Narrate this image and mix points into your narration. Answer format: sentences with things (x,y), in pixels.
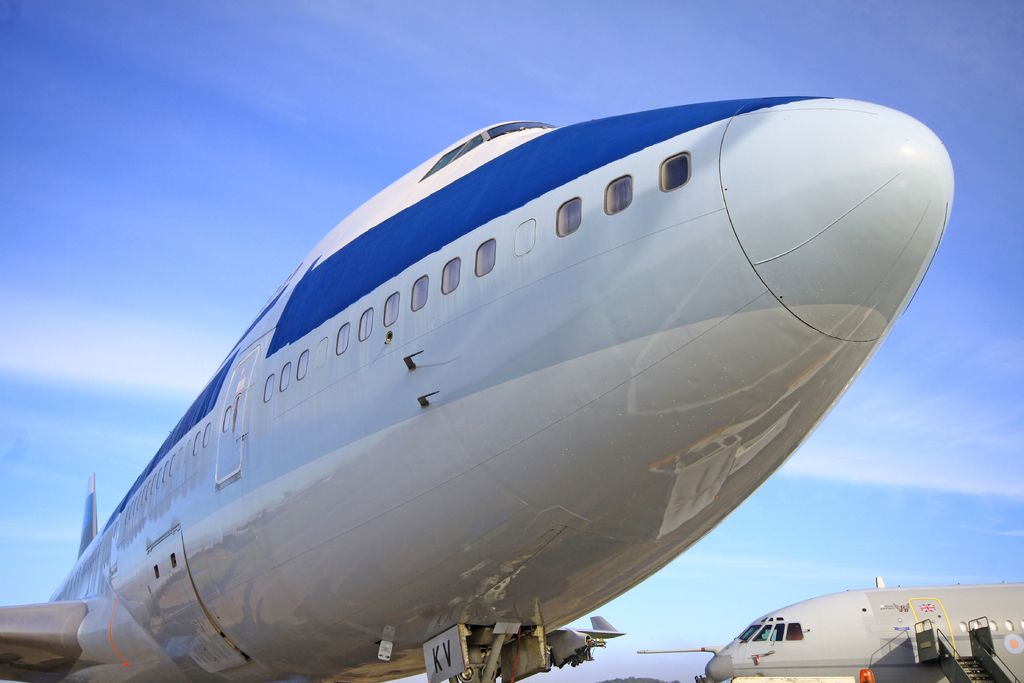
In this picture I can see the two passenger planes (386,470). In the bottom right corner (976,664) I can see the ladder (969,681) near to the plane's door (941,623). At the top (348,76) I can see the sky (654,32) and clouds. In the center (572,236) I can see the plane's windows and door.
